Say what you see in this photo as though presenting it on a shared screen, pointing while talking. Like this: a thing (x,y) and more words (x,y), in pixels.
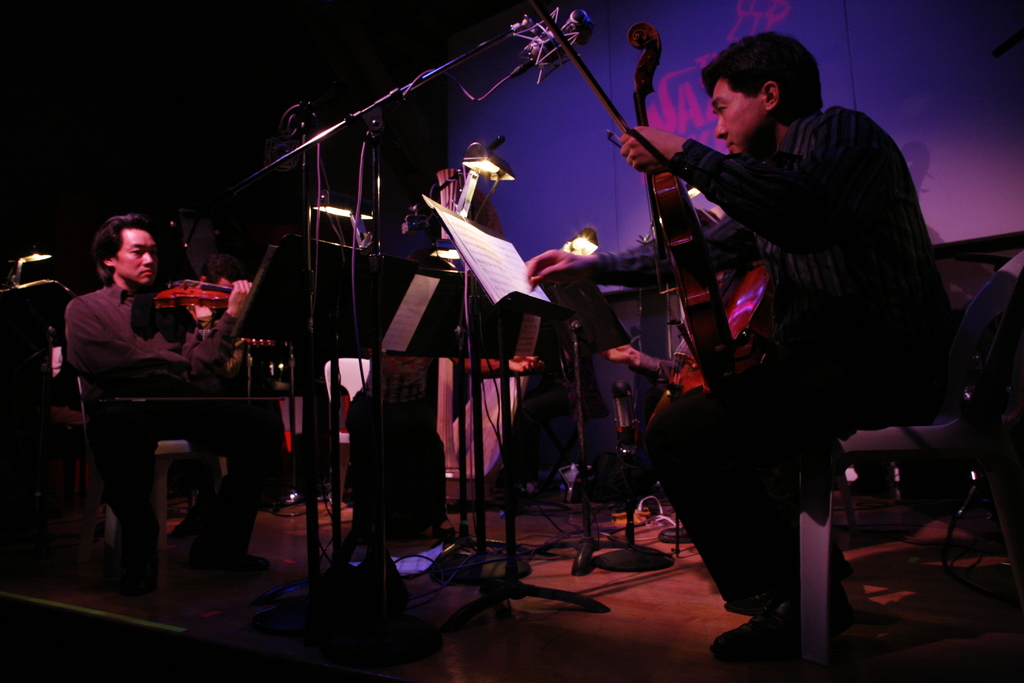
In this image we can see people (718,479) playing violins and there is a book (513,280) placed on the stand (508,594). There are mics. In the background (581,230) there is a light (588,238) and a screen (703,35).
